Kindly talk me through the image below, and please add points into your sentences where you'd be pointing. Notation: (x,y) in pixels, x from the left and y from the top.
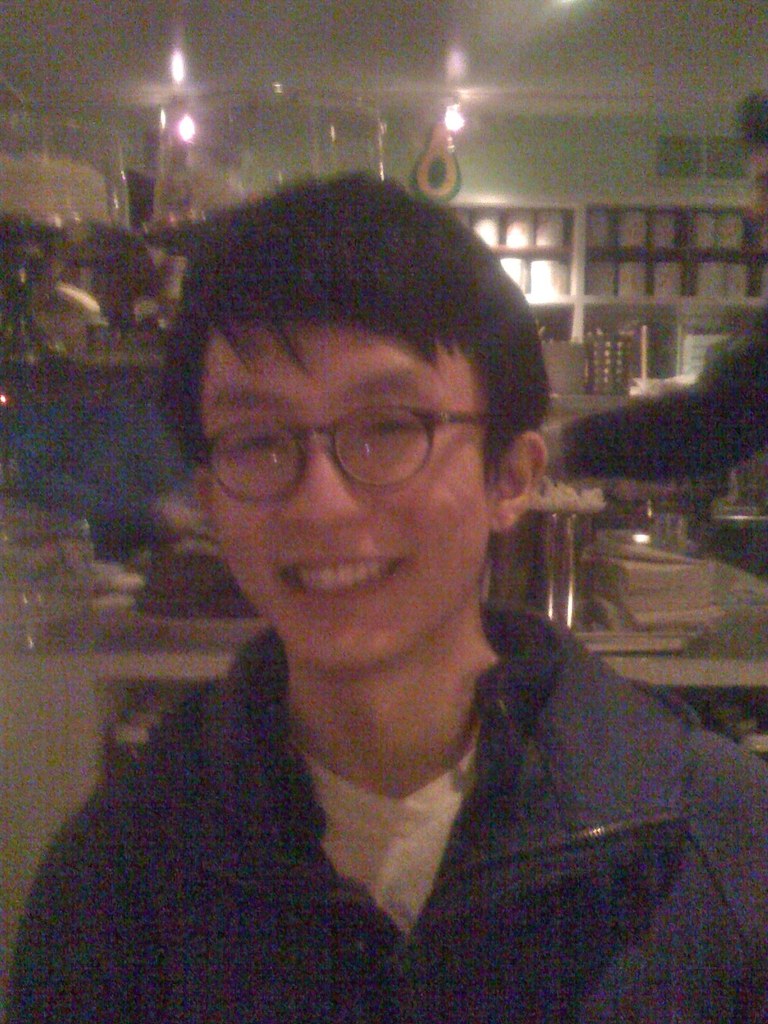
In the image there is a man (366,549) with spectacles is smiling. Behind him there is a table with few things (557,494). And there is a blur background (717,231) we can see a man (629,469) and cupboard (687,291) with few things (710,319) in it.
